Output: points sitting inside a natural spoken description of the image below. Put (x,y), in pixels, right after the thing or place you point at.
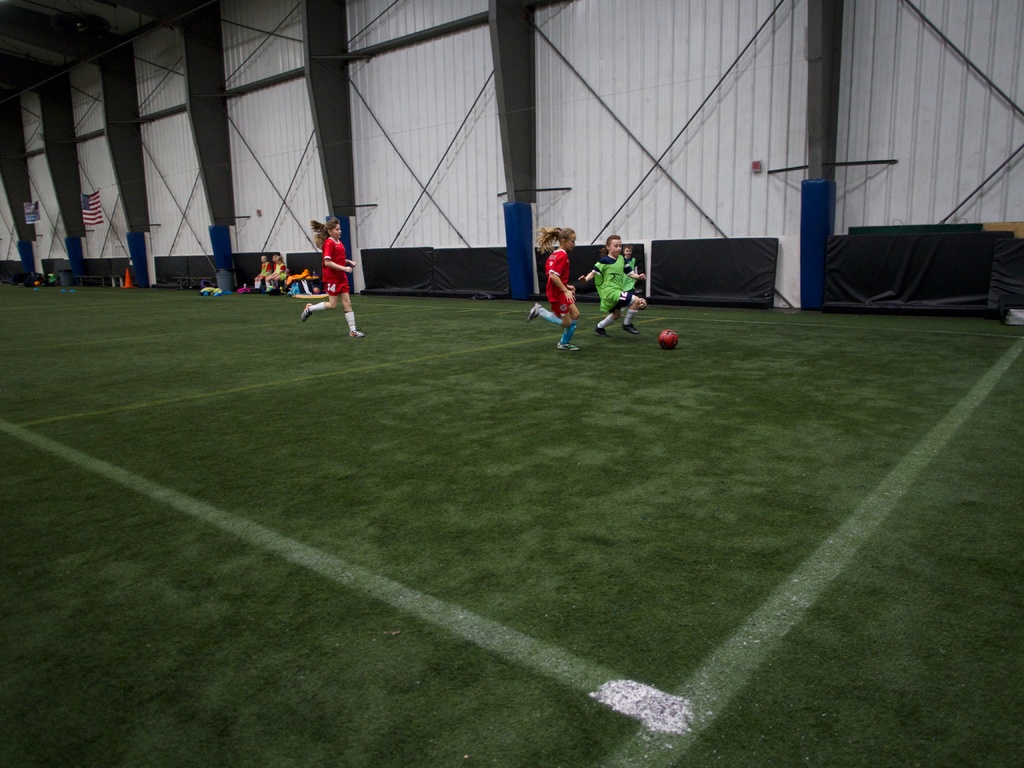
In this picture there is a football ground (385,351). In the center (554,265) the picture there are people (562,291) playing football. In the background (269,266) there are people (270,280) sitting on benches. Towards left (87,221), in the background (92,222) there is a flag (96,198) and a banner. At the top (445,135) there are iron pillars (519,116) and wall (395,170).
